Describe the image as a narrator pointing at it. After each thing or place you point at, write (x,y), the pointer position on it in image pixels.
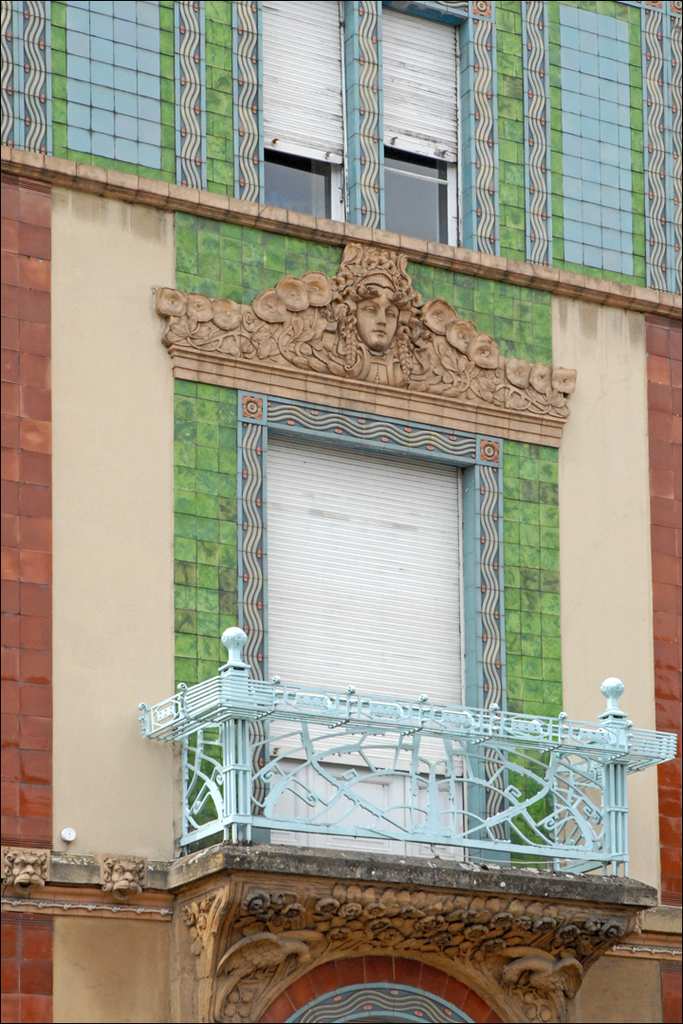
In this picture we can see shutter (334,541) on the wall (537,655). On the top (309,101) we see two windows (403,35) and window blind (403,35). On the right (475,833) we can see a building (571,339).
